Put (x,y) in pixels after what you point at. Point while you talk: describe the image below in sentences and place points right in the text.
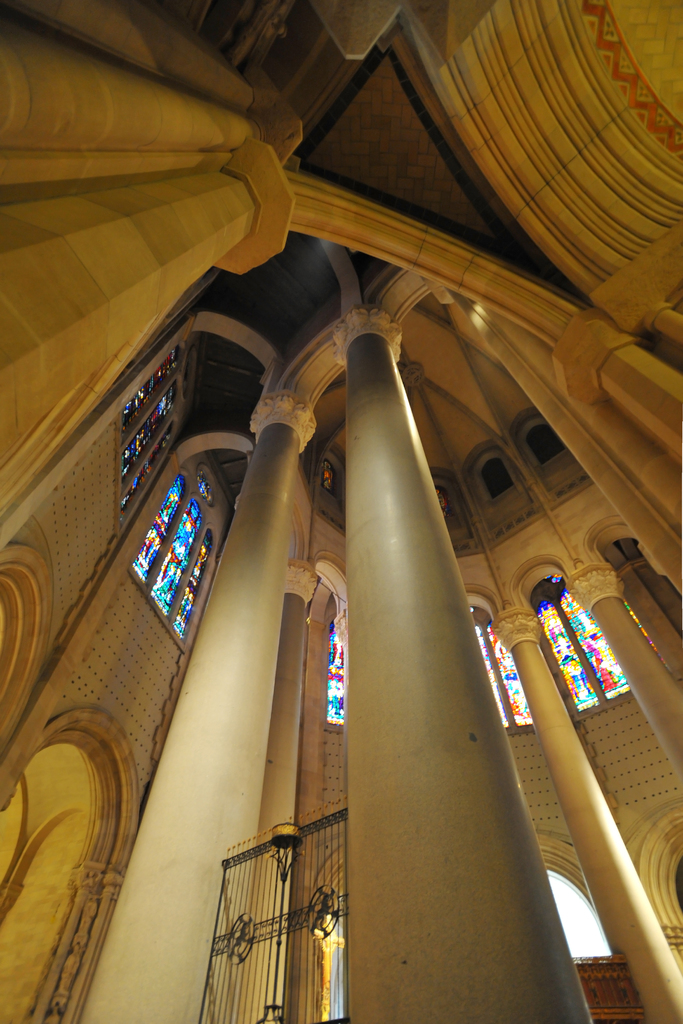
This image is taken inside the building (350,558) where there are pillars (423,756), there are windows (124,456), there is a wall (124,643) and there is a gate (273,926) which is black in colour.
